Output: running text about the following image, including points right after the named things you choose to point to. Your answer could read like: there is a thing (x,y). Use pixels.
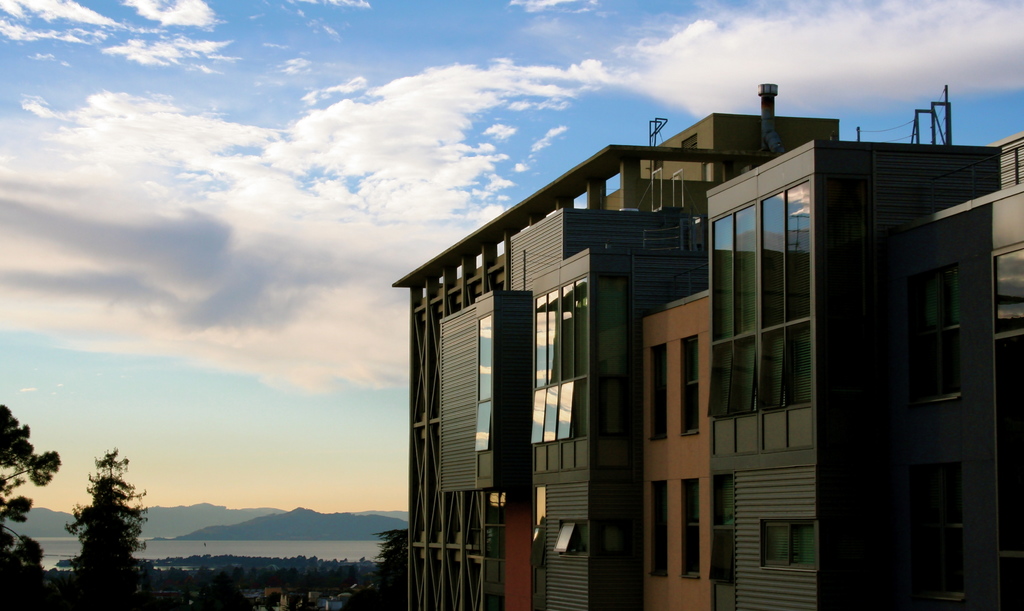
We can see buildings (871,353) and trees (310,582). In the background (223,553) we can see hills (260,526), water (271,542) and sky (391,94).
